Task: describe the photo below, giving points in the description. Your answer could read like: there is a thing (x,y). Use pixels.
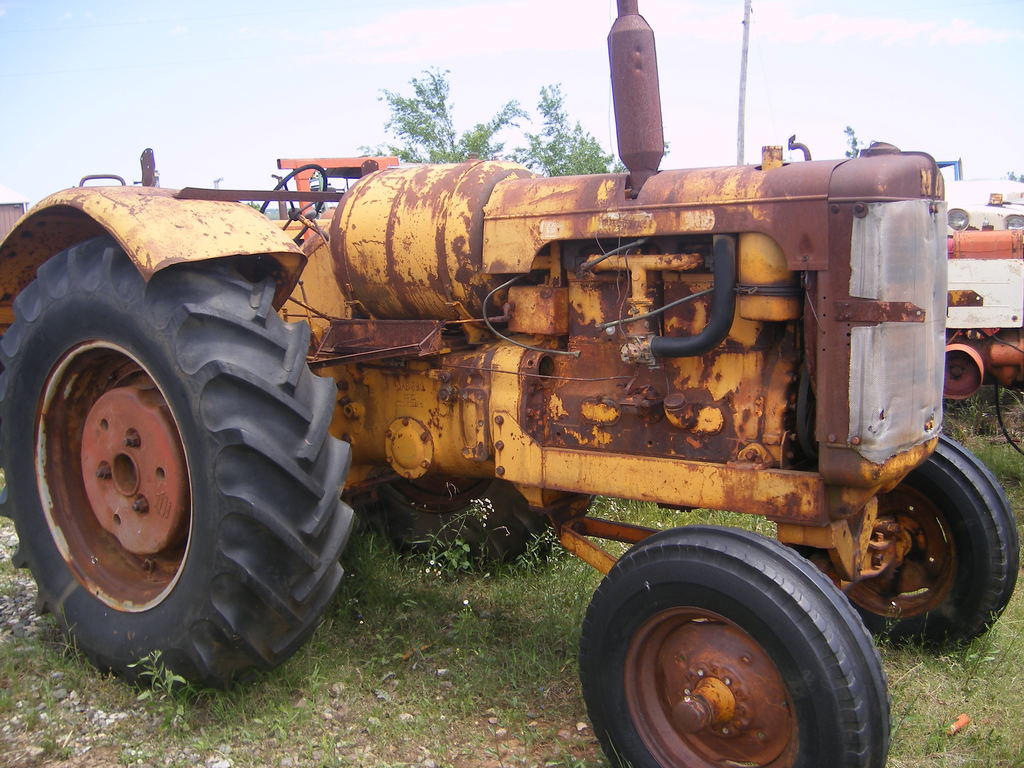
In this image there are vehicles (662,320). At the bottom (350,732) there is grass (415,631). In the background (446,143) there are trees (585,163) and sky (287,75). We can see a pole (747,6).
